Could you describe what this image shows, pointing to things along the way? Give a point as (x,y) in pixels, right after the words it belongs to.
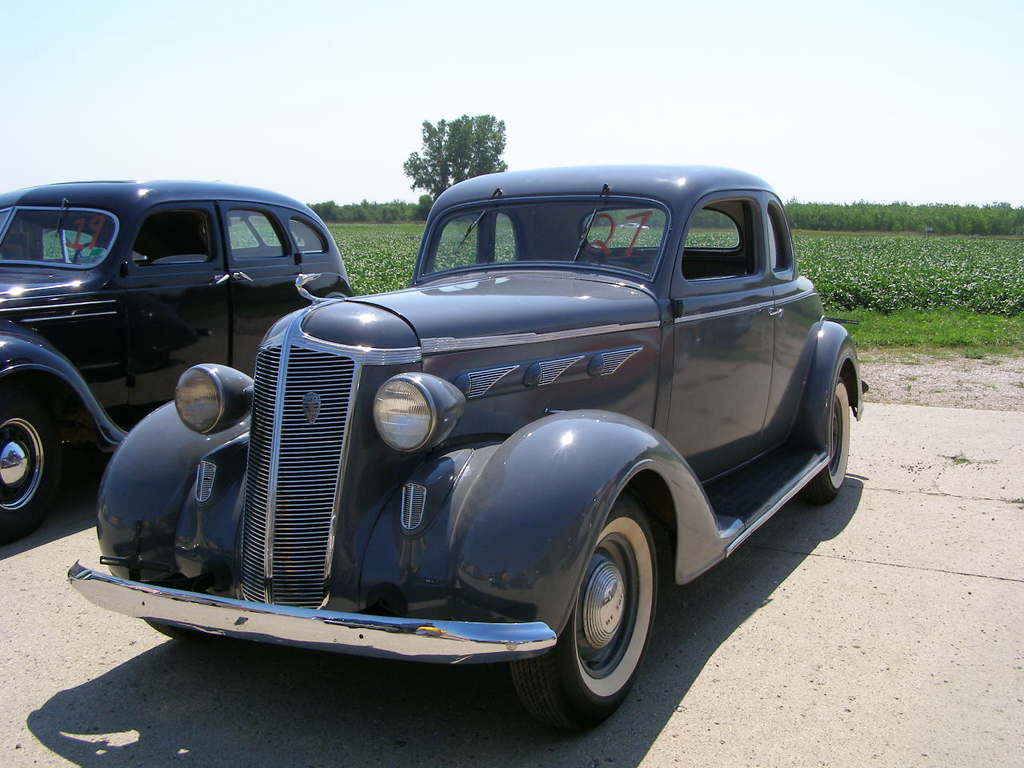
In this image in the foreground (150,288) there are two cars (313,516), at the bottom (10,647) there is road (868,517) and in the background (893,237) there are some plants (826,277) and trees (453,159). On the top of the image (420,67) there is sky (673,104).
